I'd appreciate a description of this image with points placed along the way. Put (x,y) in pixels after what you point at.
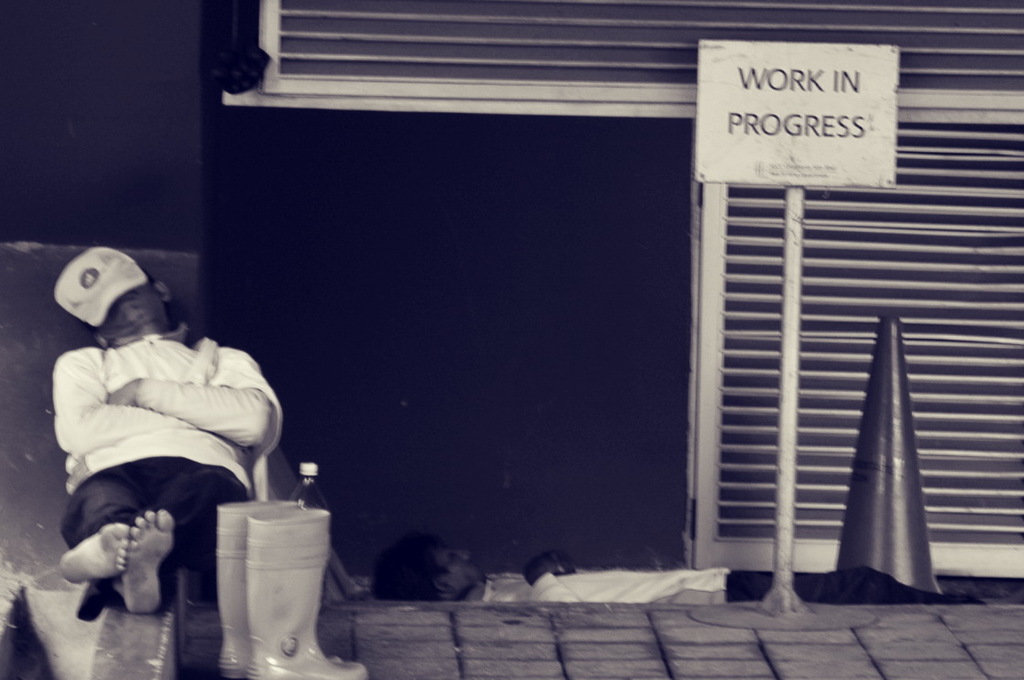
This is a black and white image where we can see a person (149,448) wearing white color T-shirt (106,465) is lying on the wall (50,499) and he is on the left side of the image (208,365). Here we can see long boots (280,577), a bottle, road cone (869,463) and a board (782,589) on the right side of the image (836,554) and in the background (828,460), I can see the wall (277,219).
